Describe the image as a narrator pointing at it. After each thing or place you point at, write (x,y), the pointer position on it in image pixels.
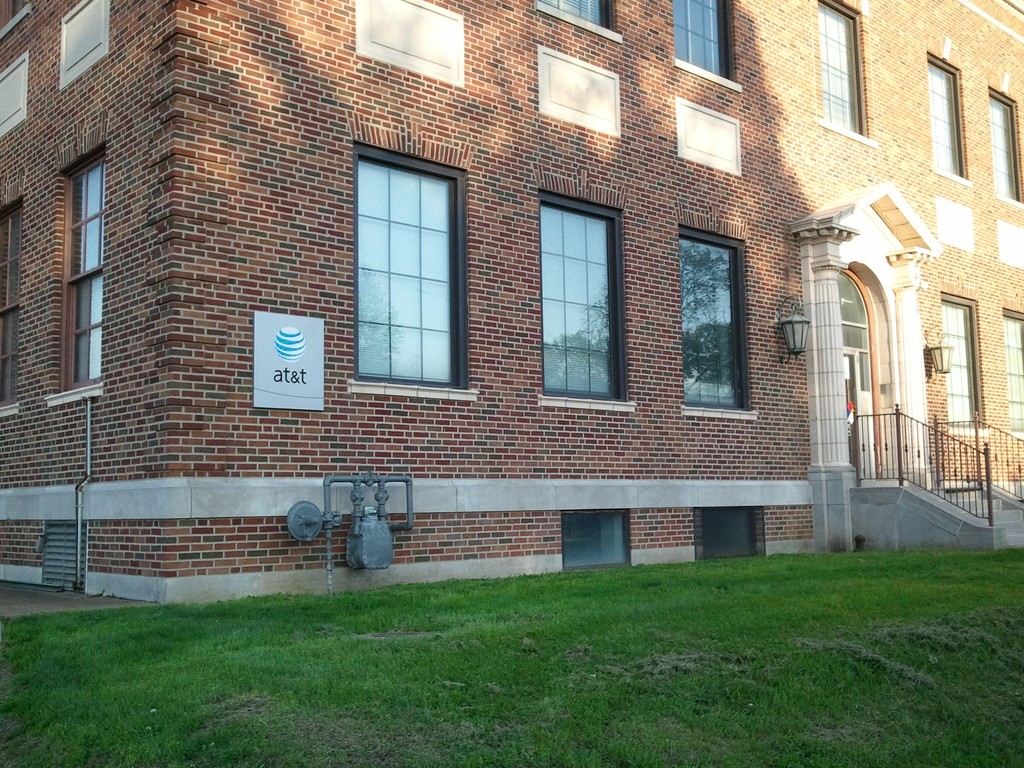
In this image I can see a building (542,318) with so many windows (542,318), in-front of that there is a grass ground (24,686).
